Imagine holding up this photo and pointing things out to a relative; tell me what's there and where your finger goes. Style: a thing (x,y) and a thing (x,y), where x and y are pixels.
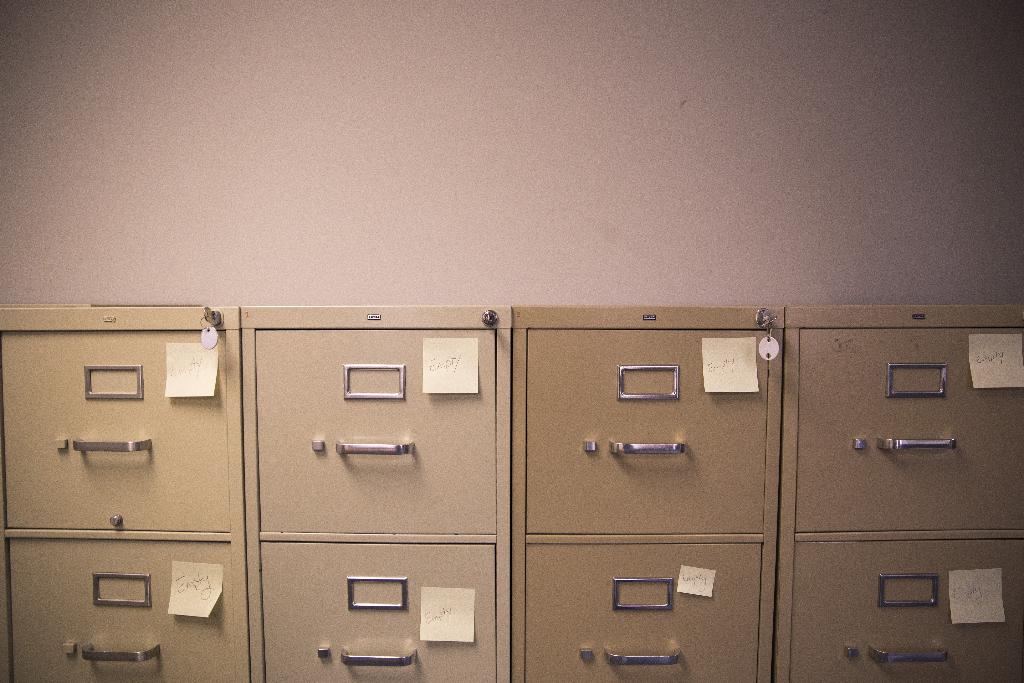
In this image there are lockers (697,444) and we can see sticky notes (473,632) pasted on the lockers (617,398). In the background (532,172) there is a wall (314,151).
